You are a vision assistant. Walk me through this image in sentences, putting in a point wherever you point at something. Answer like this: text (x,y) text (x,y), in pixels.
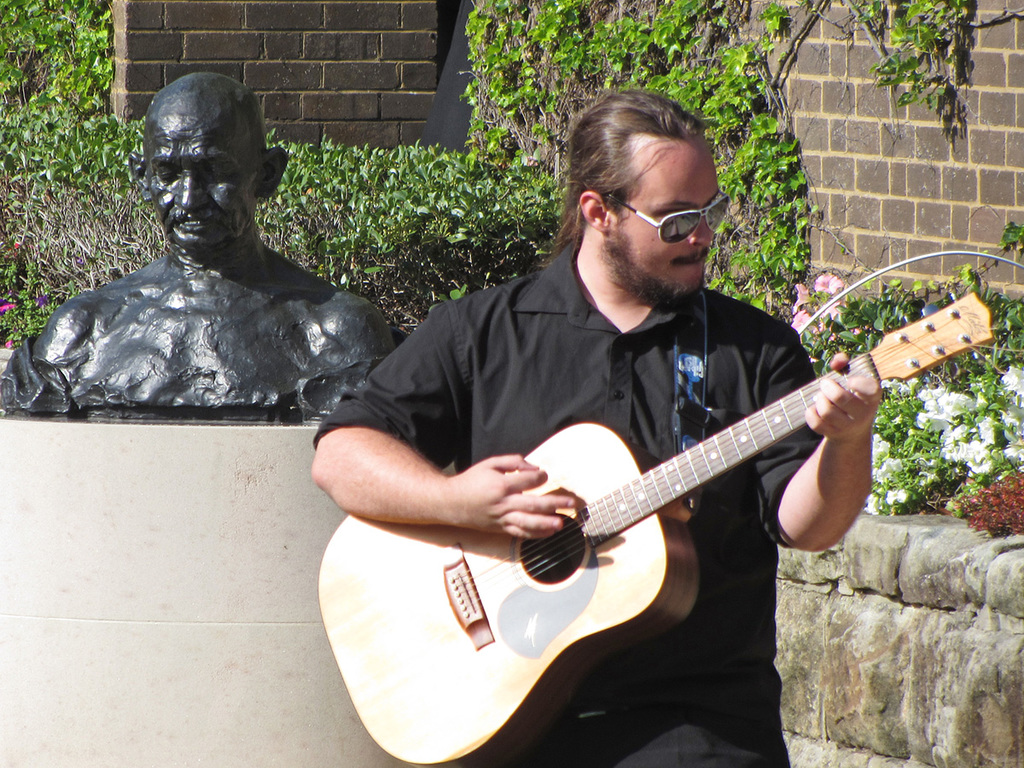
In this picture we can see a man (672,290) who is playing guitar (649,557). He has goggles (701,220). This is sculpture (237,316). On the background (385,82) we can see a wall (360,66). And these are the plants (509,155).
